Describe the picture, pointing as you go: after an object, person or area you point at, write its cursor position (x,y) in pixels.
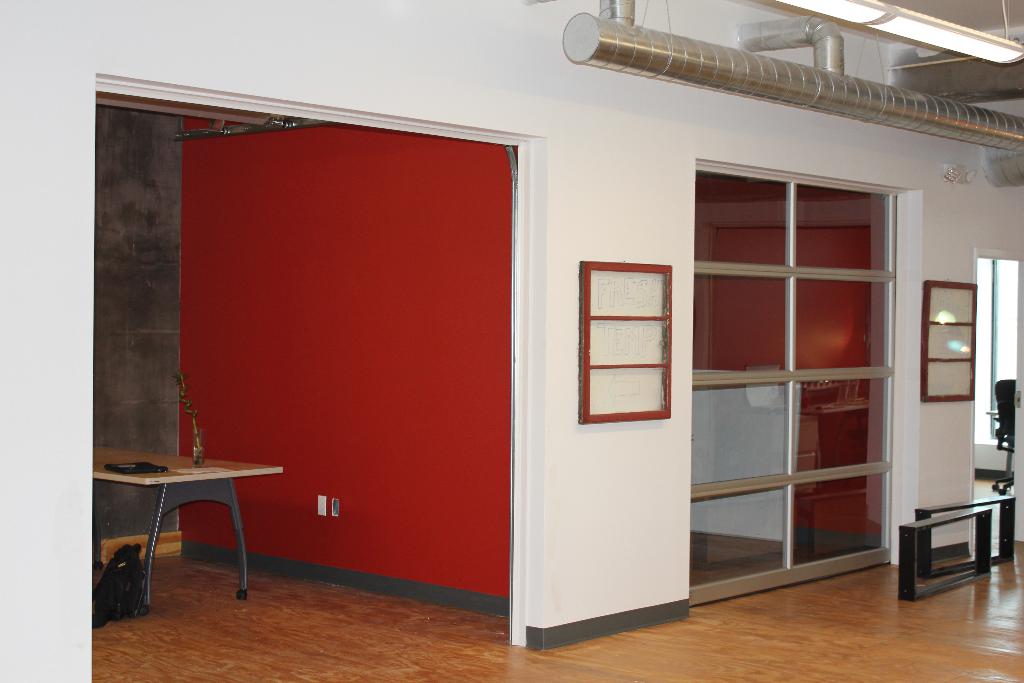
In this picture we can see a few objects (139,472) on a table (213,490). There is a bag (120,610) and black objects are visible on the floor (453,632). We can see some glass objects (735,473), a chair (1005,391), other objects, pipes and lights (938,31) are visible on top (644,57).
